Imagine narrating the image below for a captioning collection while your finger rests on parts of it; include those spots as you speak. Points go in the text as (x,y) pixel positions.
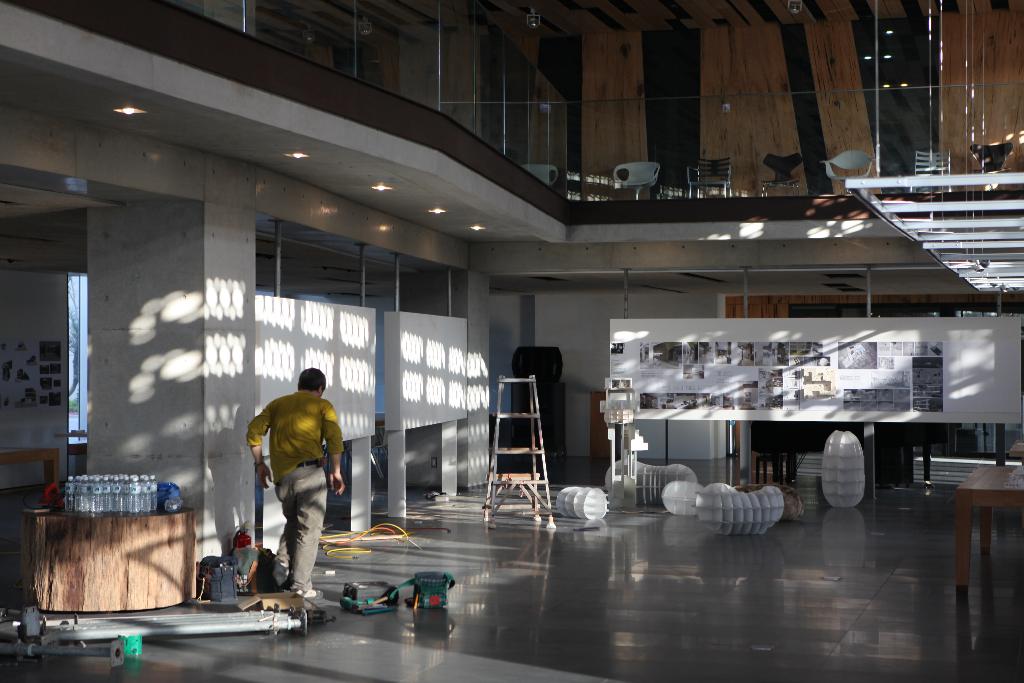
This image is taken in the building (432,639). In this image we can see a person (294,496). We can also see the bottles (125,496), tables (57,455), step ladder stool (519,484) and also some other objects (799,498) on the floor (733,609). Image also consists of boards (58,361) with papers (830,376) and in the papers (706,354) we can see the images (677,353) and also text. At the top (649,119) we can see the chairs (990,148), wooden walls (602,69) and also glass fence (351,34). Ceiling lights (293,156) are also visible in this image.
